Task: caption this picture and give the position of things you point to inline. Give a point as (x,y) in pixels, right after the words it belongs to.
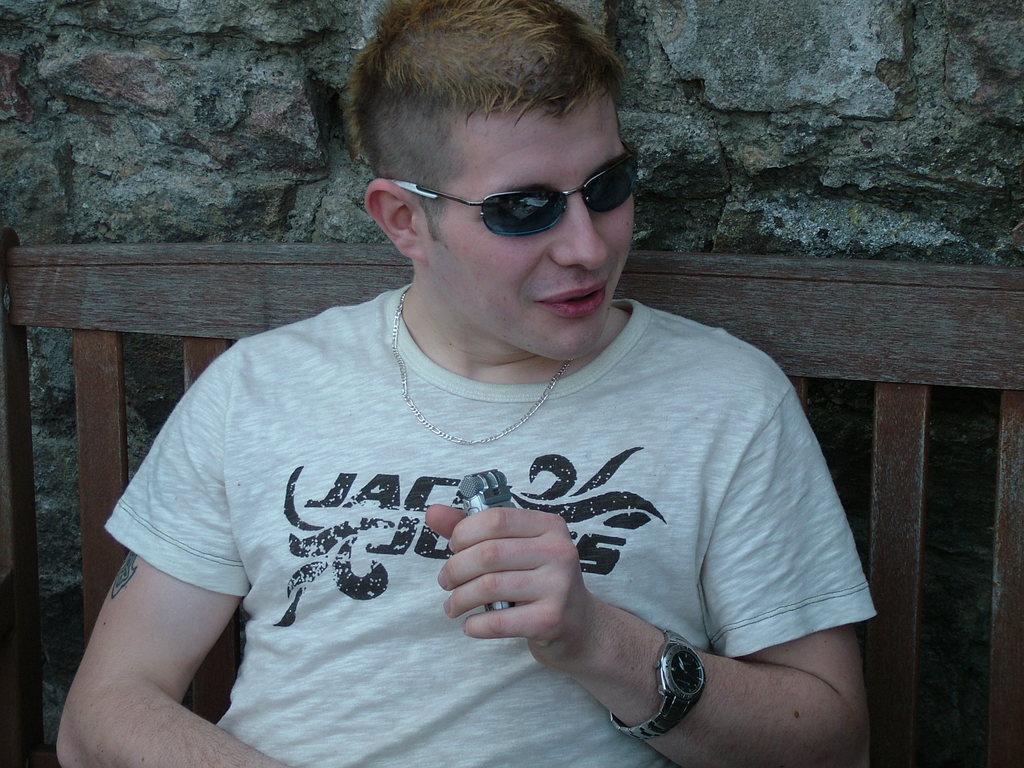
In this picture, we can see a person (567,430) holding an object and sitting on a wooden bench (922,507), and we can see the rock wall (747,125) in the background (848,145).
